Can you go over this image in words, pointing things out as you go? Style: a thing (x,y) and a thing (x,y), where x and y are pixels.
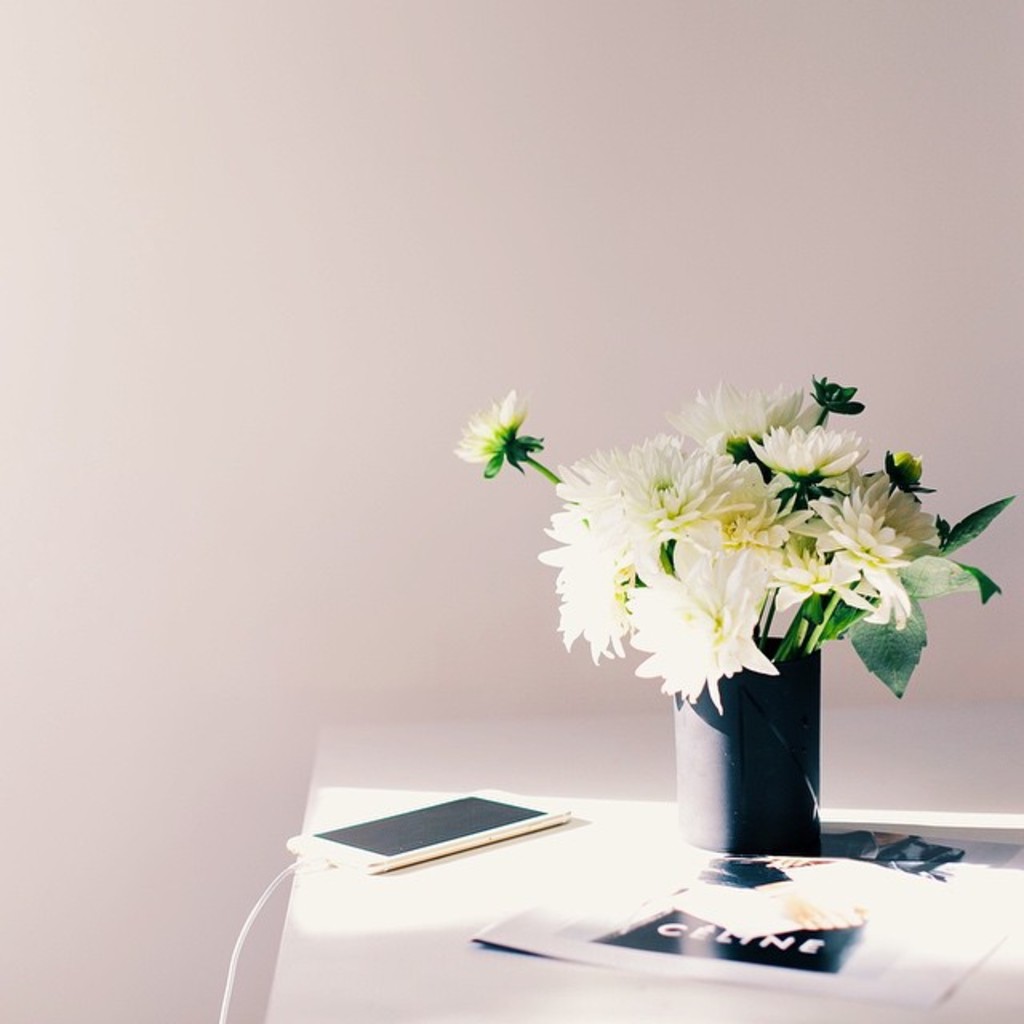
In the image we can see there is a table (442,869) on which there is a vase (751,701) and in it there are flowers (682,537) and there is a mobile phone (435,851).
